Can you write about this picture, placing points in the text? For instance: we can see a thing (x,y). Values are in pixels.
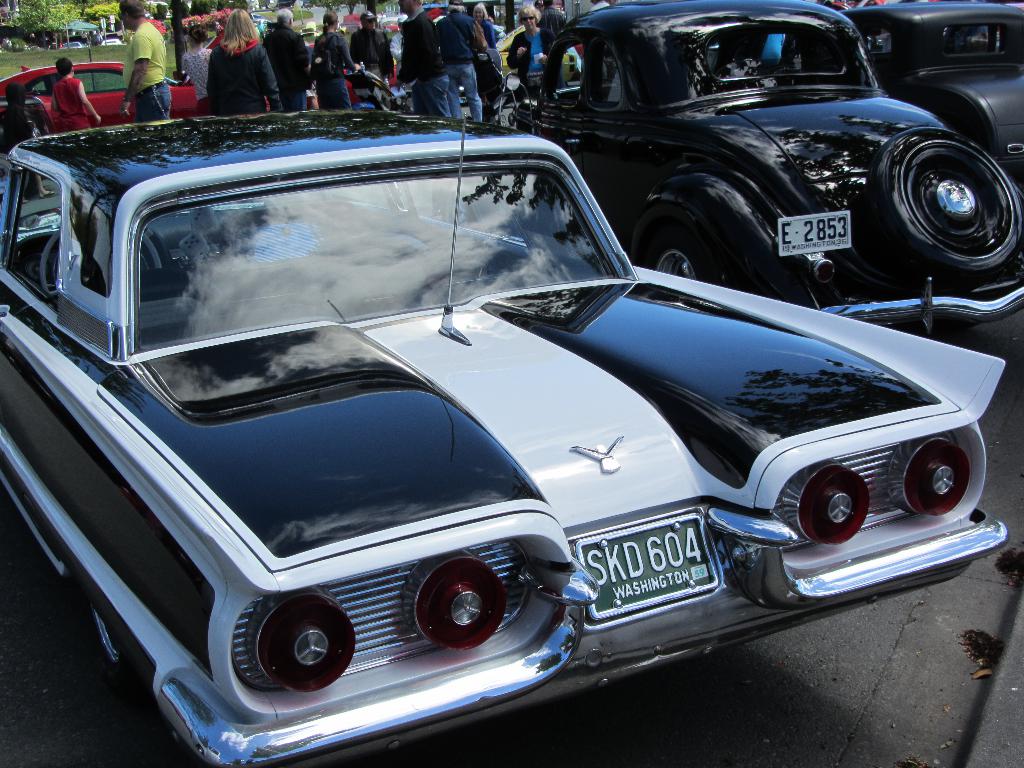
In this picture I can see vehicles (553,407) on the road (991,343), there are group of people (447,108) standing, there is grass (106,58) and trees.
